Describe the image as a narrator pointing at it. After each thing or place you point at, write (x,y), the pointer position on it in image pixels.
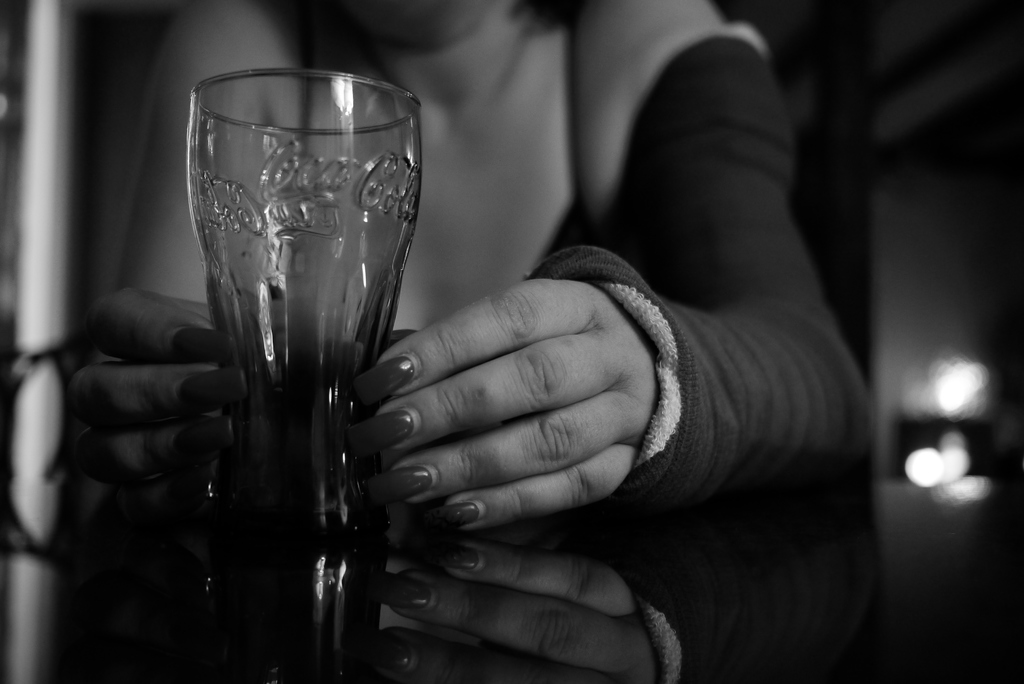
This is black and white image where we can see a woman (177,247) is holding a glass (301,309).
